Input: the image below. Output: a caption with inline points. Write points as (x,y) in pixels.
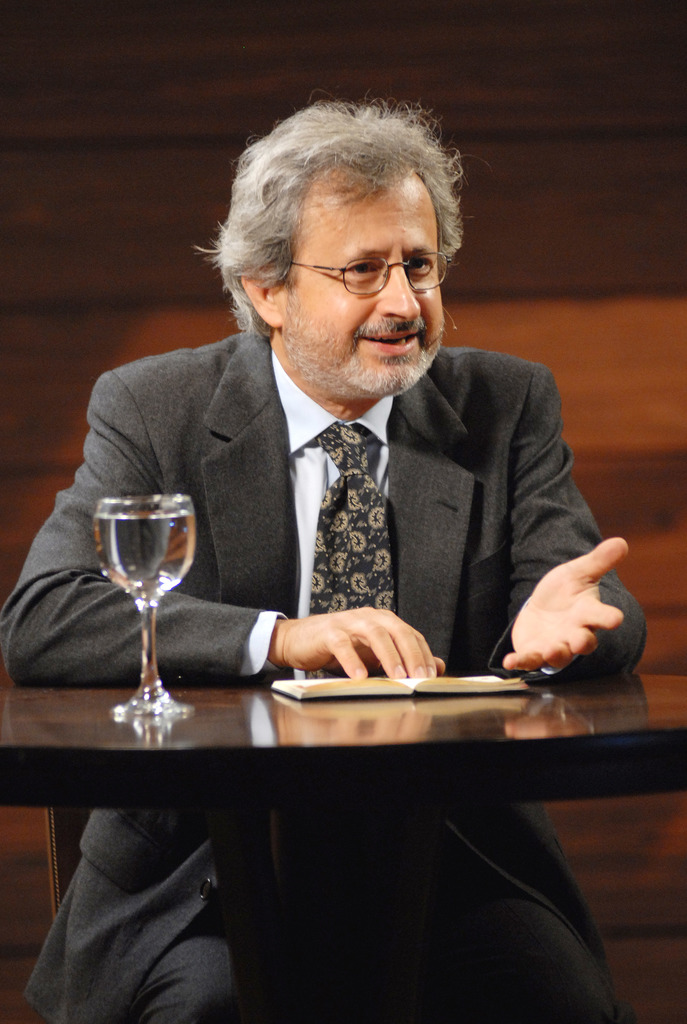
In this image i can see a person (266,405) wearing a black color jacket (213,435), his mouth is open, wearing a spectacles (363,284), sitting in front of the table (202,757), there is a glass container (175,586) with water (176,558) and there is a book (397,693) on the table (416,747).
